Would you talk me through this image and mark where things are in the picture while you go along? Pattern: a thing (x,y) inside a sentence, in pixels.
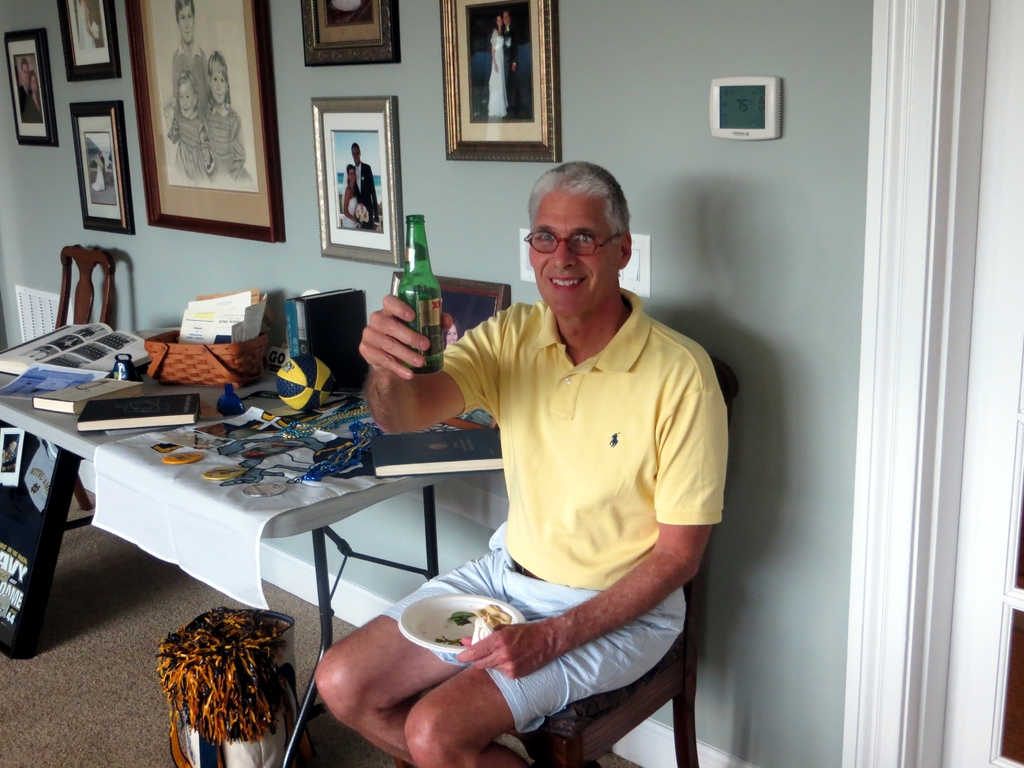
This man (605,565) is sitting on a chair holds a bowl (439,637) and bottle (405,284). On wall (719,64) there are different type of pictures (254,60) with frame (322,200). Beside this man (532,465) there is a table (153,393), on table (203,459) there is a ball (311,383), basket (248,362), book (125,398) and paper (43,387). Beside this table (215,389) there is a another chair (86,254). This is bag (253,742) on floor (90,691).
